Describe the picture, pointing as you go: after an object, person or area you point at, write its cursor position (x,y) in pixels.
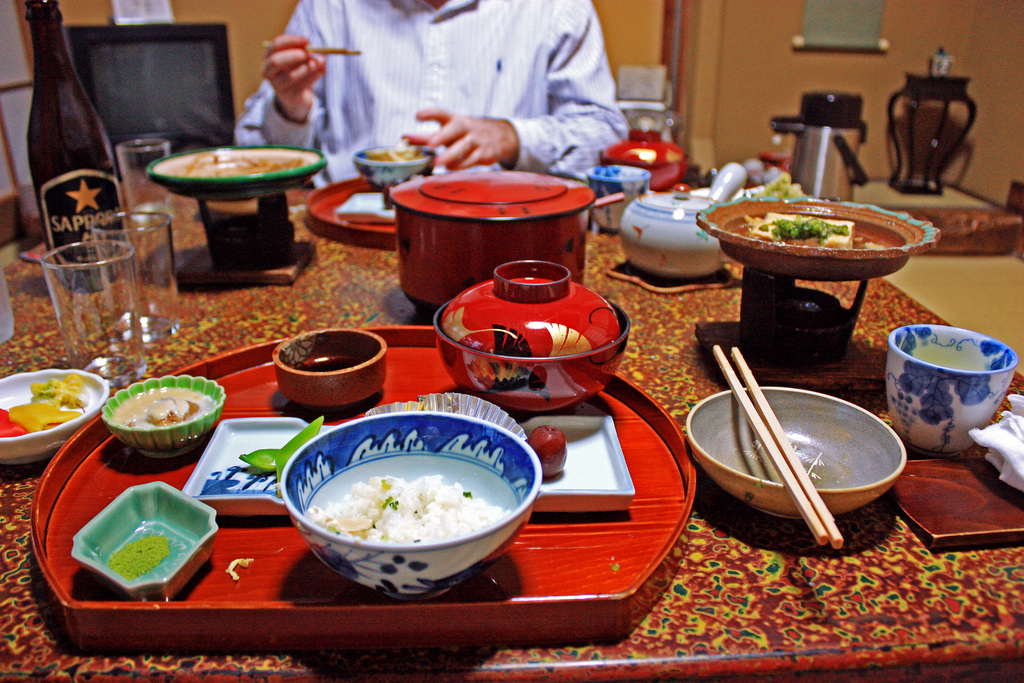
In this image we can see the person (414,79) holding stick (343,50), in front of the person (472,125) there is the table (635,318), on the table (636,301), we can see there are cups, plates (854,271), sticks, bowls (149,437), bottle (51,136), tray (91,479) and some food items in it and there are a few objects (431,215). And at the back (175,80) we can see there is the T. V (143,25), card (160,22), stand (933,177) and the wall (859,75).
